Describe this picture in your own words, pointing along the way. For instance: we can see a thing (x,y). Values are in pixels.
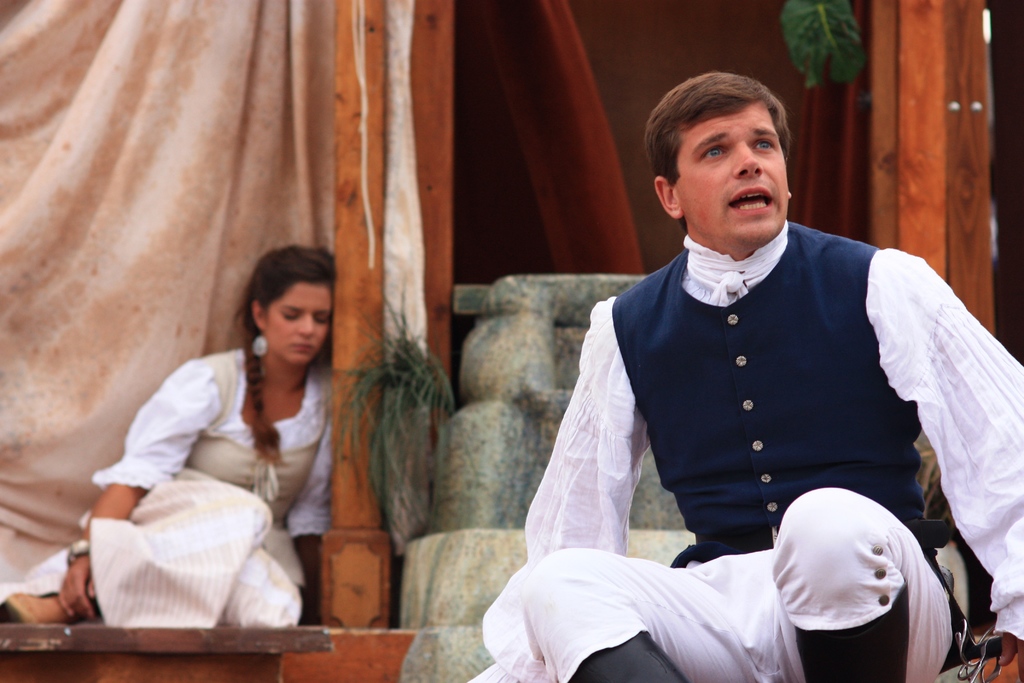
In this image, on the right (735,423) there is a man (797,484), he is sitting. On the left (240,473) there is a woman (228,457), she is sitting. This seems like a stage drama. In the background (404,594) there are curtains (92,227), door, stones (520,430).
